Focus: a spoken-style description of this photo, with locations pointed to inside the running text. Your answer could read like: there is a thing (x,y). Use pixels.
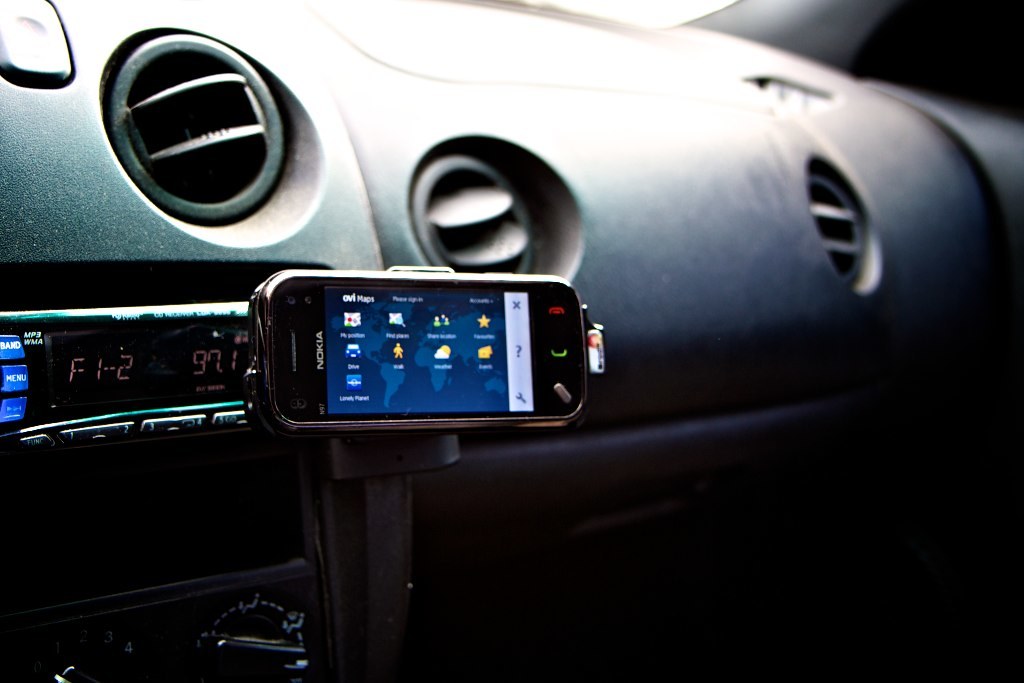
In this image I can see the dashboard (722,239) of the car (694,173) which is black in color. I can see the mobile (477,294) which is black in color to the dashboard (666,254). I can see the sound system (165,312) and few buttons (276,662).
